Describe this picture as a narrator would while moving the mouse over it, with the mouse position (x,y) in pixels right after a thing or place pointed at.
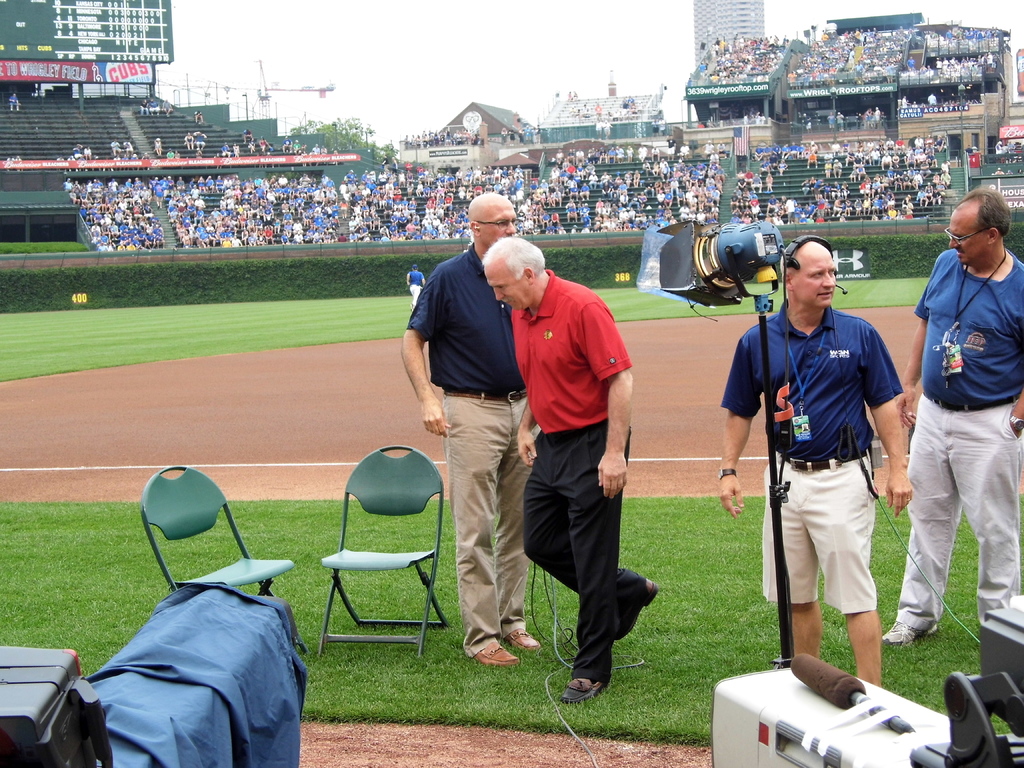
In this image we can see some persons (791,375) standing in the foreground of the image (537,390) two persons (855,368) wearing blue color T-shirts (835,355) also wearing Identity cards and a person (808,378) put his headphones (793,262) there is camera (774,696) and chairs (405,488) which are of green color and in the background of the image (452,155) there are some spectators (518,132), buildings (609,86), tree (356,135) and clear sky (437,47).
